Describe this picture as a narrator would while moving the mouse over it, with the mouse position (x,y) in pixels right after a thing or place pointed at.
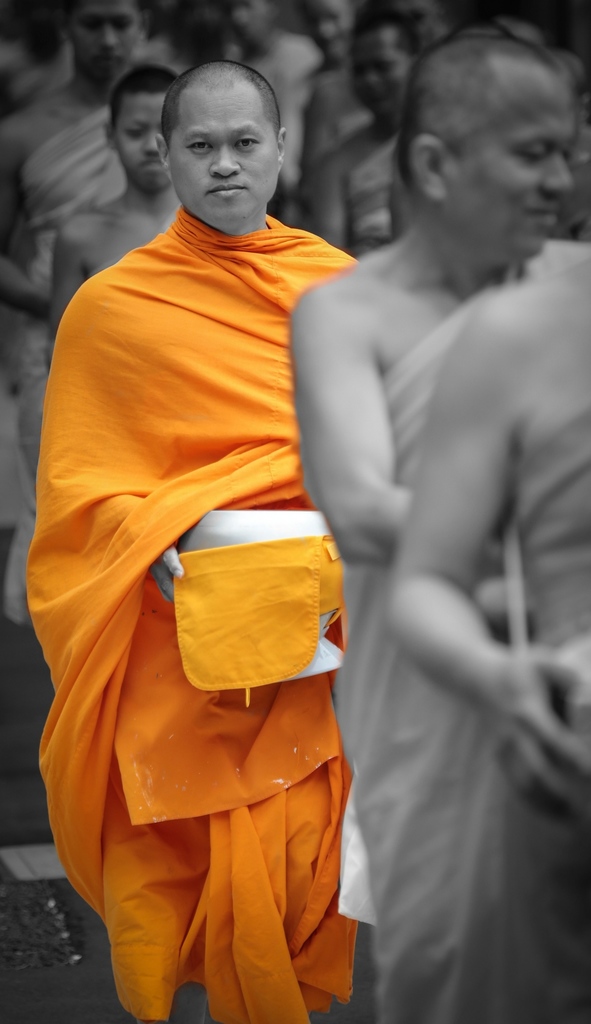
In this picture we can see a black and white image, one person (209,703) is highlighted with color.
